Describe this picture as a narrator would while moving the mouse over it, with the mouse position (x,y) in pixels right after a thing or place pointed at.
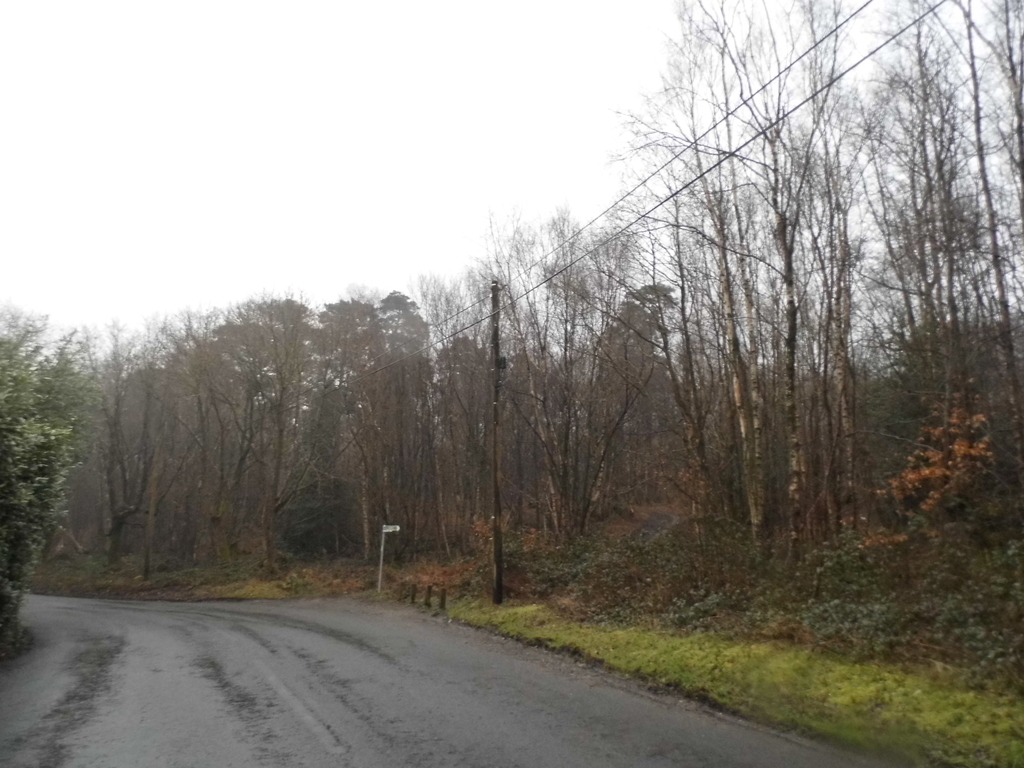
In this image there is a road (243,686), on either side of the road (367,686) there are trees (316,468), on the right side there is a pole (495,552).
